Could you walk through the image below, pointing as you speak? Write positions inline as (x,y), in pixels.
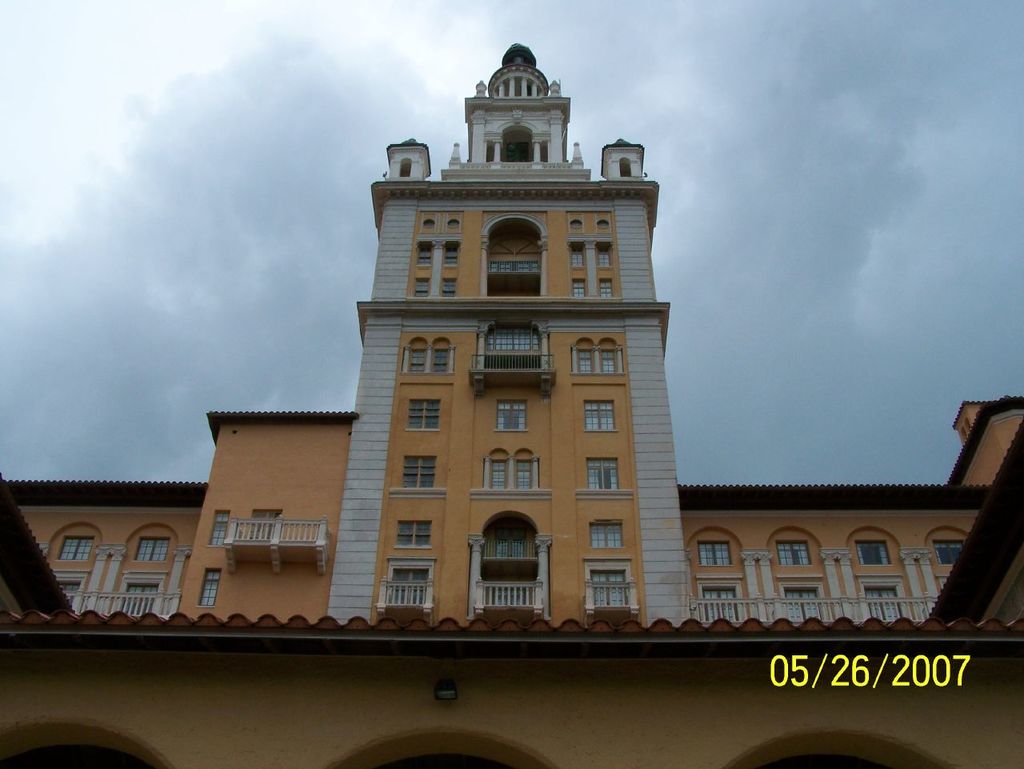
In this picture I can see a building (591,285) in front (230,752) and in the background (201,150) I can see the cloudy sky (737,237). On the bottom right side of this picture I can see the watermark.
